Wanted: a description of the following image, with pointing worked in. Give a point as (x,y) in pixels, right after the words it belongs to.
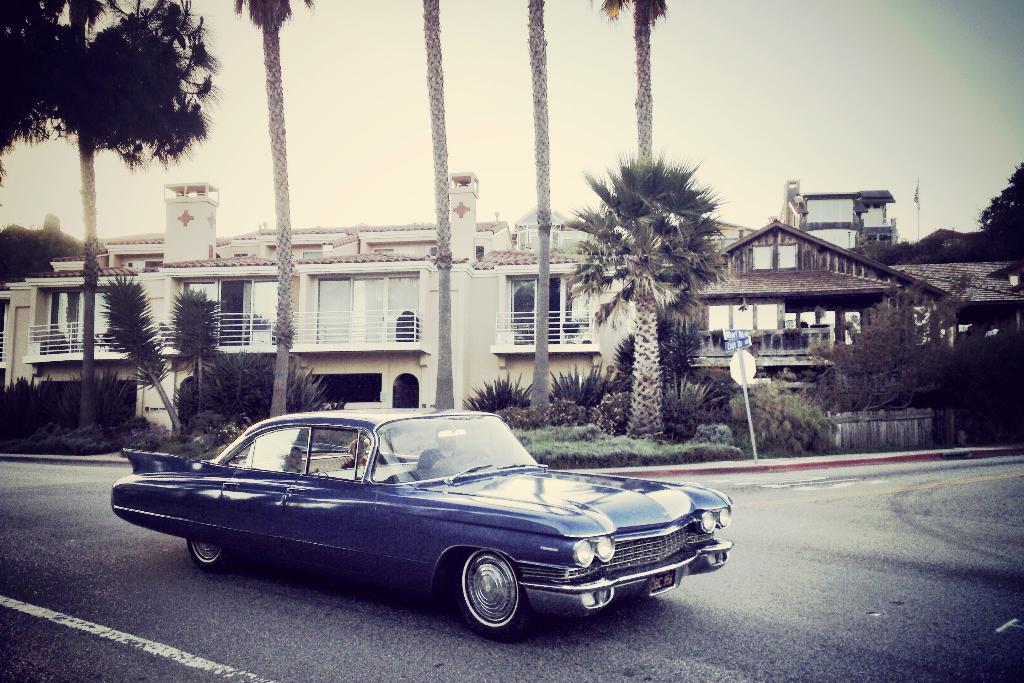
In the picture we can see a road (569,679) and a car (586,587) on it which is blue in color and in the background (346,355) we can see some plants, trees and houses (355,371) with windows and glasses (375,387) to it and in the background (336,133) we can see a sky (921,103).
